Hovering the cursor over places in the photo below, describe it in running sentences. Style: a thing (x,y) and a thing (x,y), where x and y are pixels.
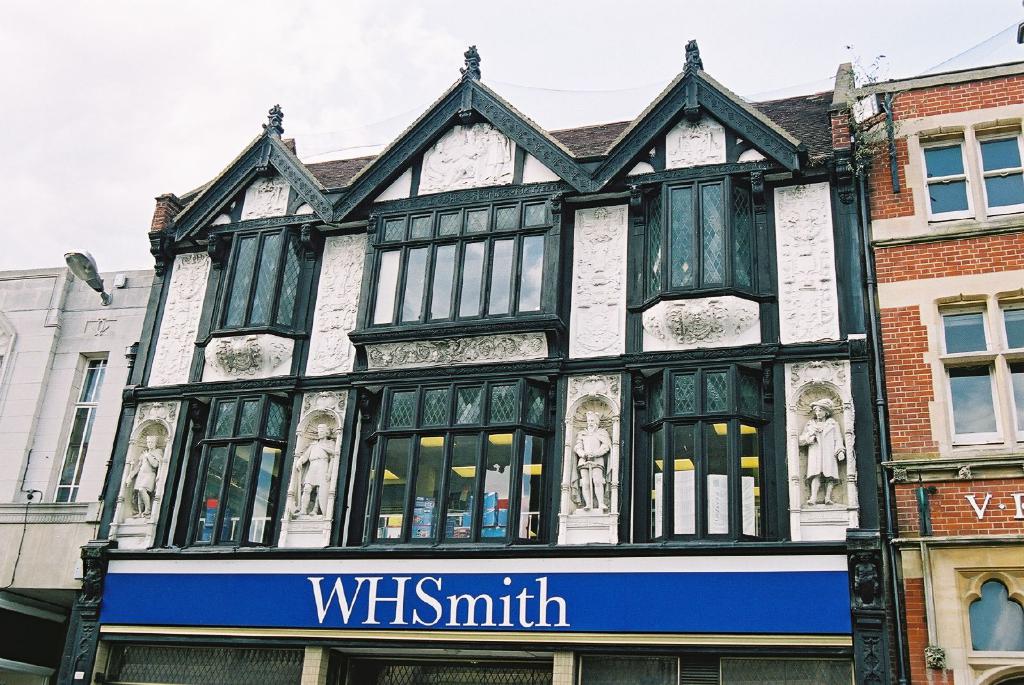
In this image we can see a building (265,316) with windows (495,381) and glass walls (722,449). Also there are statues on the walls (139,359) of the building (370,437). And there is a name board (331,569). At the top (372,74) there is sky (507,82).
